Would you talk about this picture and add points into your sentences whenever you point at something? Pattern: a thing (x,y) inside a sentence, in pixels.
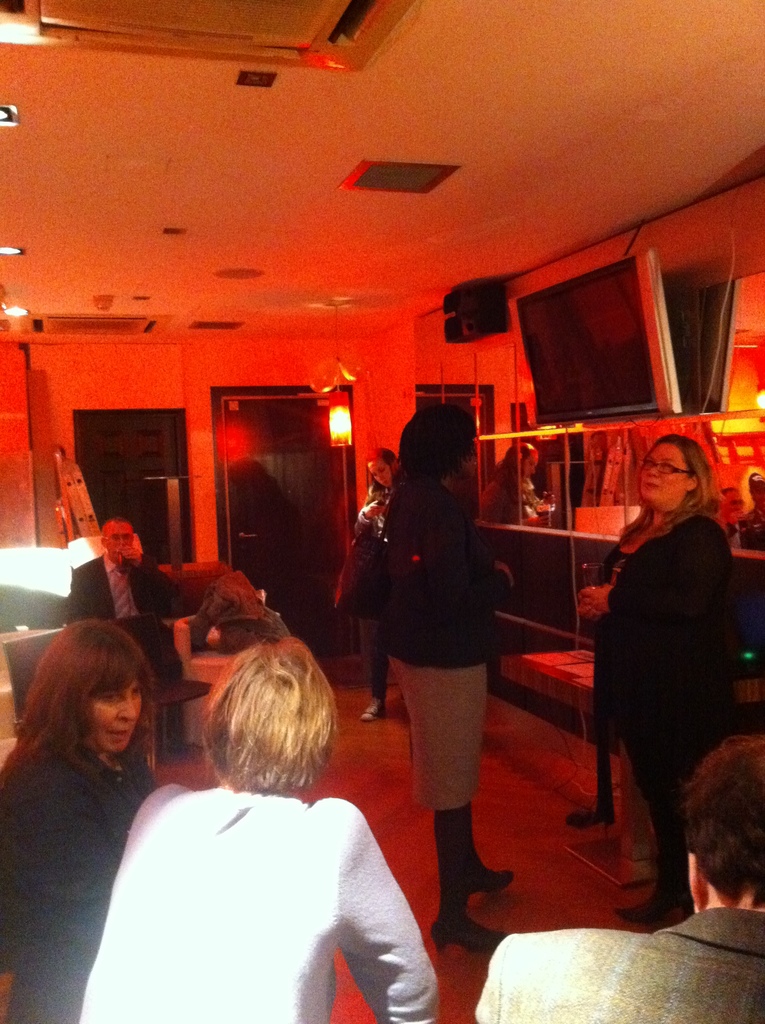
In this image we can see a group of people (234,845) sitting. We can also see some people (464,839) standing on the floor (410,813), a television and a device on a wall (522,383), some clothes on a chair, the doors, a table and a roof (315,140) with some ceiling lights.
